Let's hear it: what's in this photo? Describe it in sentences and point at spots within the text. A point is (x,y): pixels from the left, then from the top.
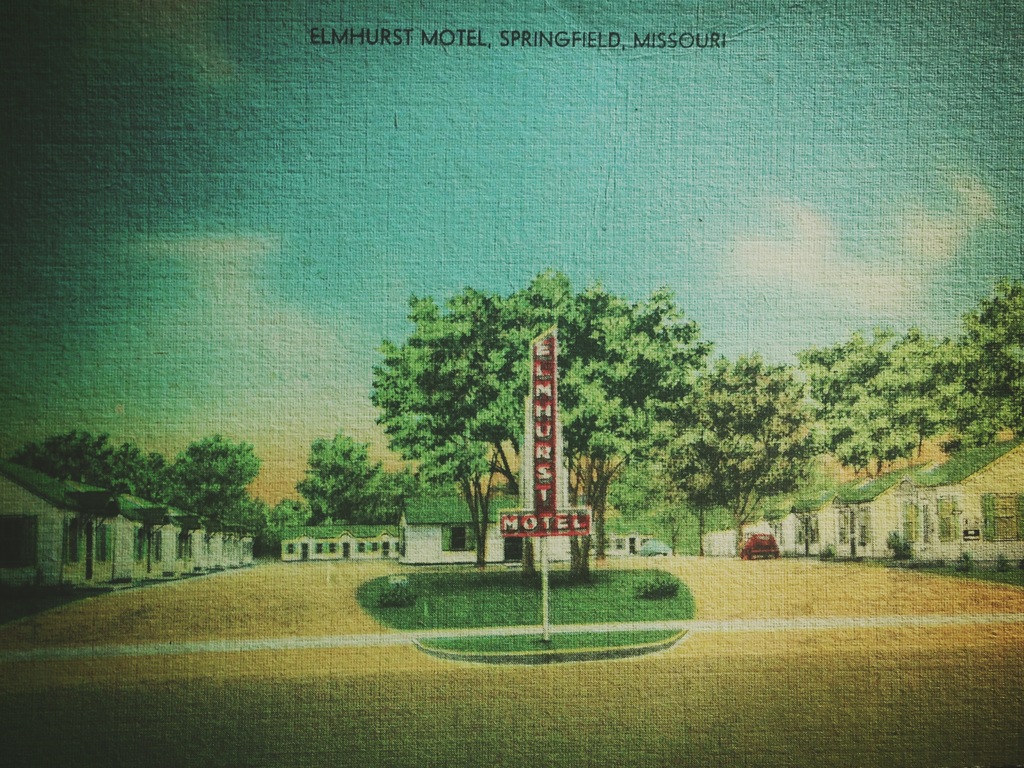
In this image I can see the board (529,536) attached to the pole (545,557), few trees (647,463) in green color, few vehicles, buildings (58,484). Background (249,412) the sky (418,196) is blue and white color.
